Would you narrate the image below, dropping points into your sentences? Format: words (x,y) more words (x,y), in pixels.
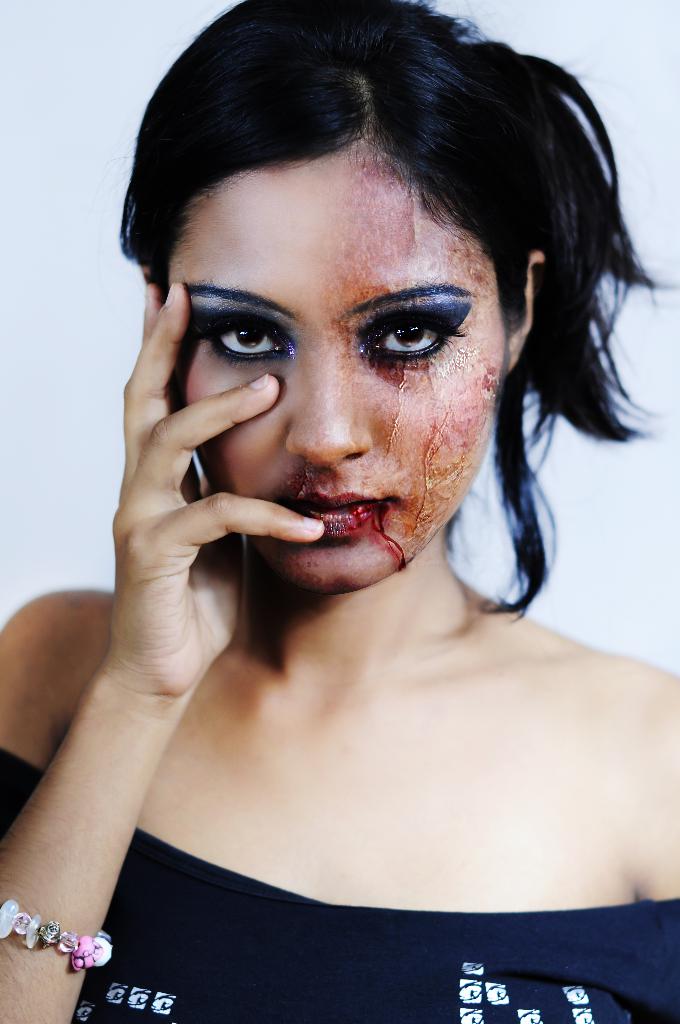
In this image we can see a person (380,851). There is a white background (68,364) in the image.
